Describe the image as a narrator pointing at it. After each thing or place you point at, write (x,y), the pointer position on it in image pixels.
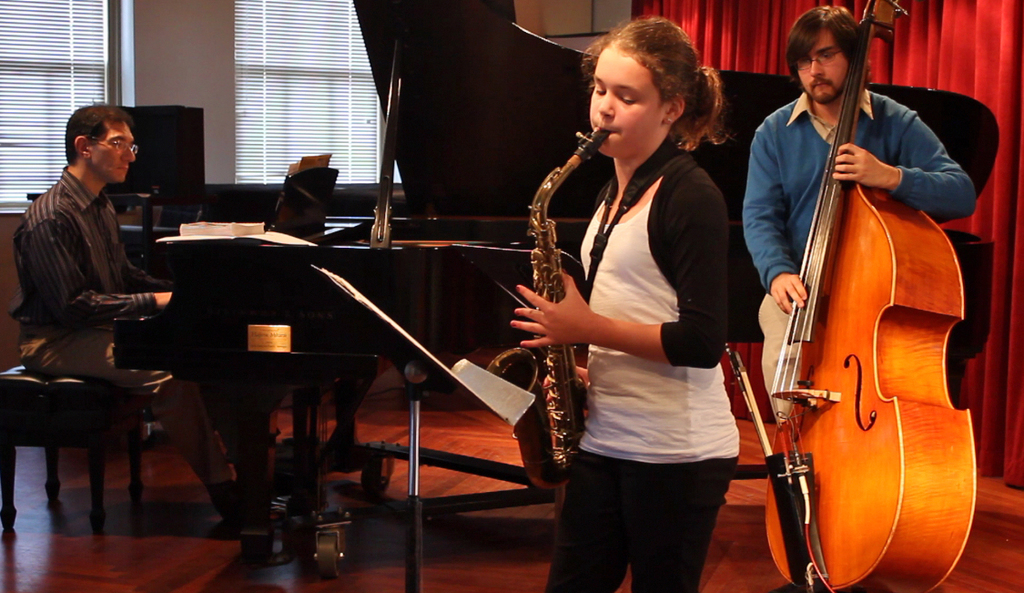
There is a girl (604,292) playing a saxophone (545,425). She is wearing a white t shirt (598,290). Behind her there is a man (852,167) standing holding a double bass (833,266) in his hands (839,158). In Front of the girl (628,463) there is a stand (415,367) for holding a paper (412,339) or book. Beside her there is man (103,278) playing a piano (318,272) and there is a book (237,227) on the piano (267,227). In the background (244,107), we can observe some windows (238,74) here. On the right side (942,79) there is a curtain (950,52) in the background (942,47).
